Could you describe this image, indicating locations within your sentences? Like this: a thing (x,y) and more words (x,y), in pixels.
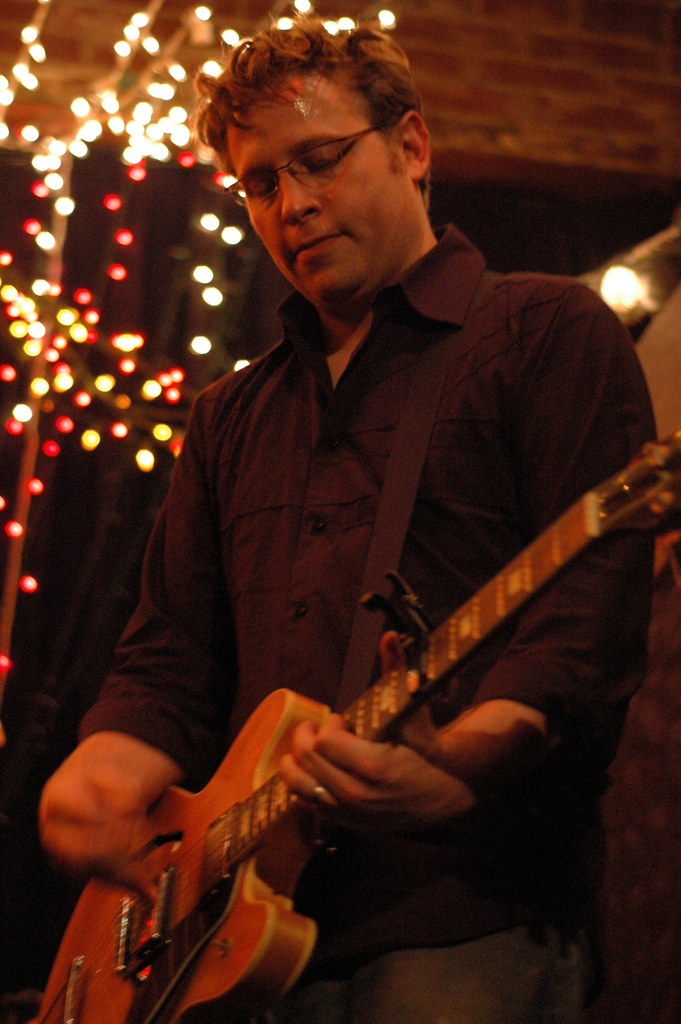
In this picture we can see one person (330,782) is standing and playing a guitar (258,958) back side we can see small lights (151,45).
